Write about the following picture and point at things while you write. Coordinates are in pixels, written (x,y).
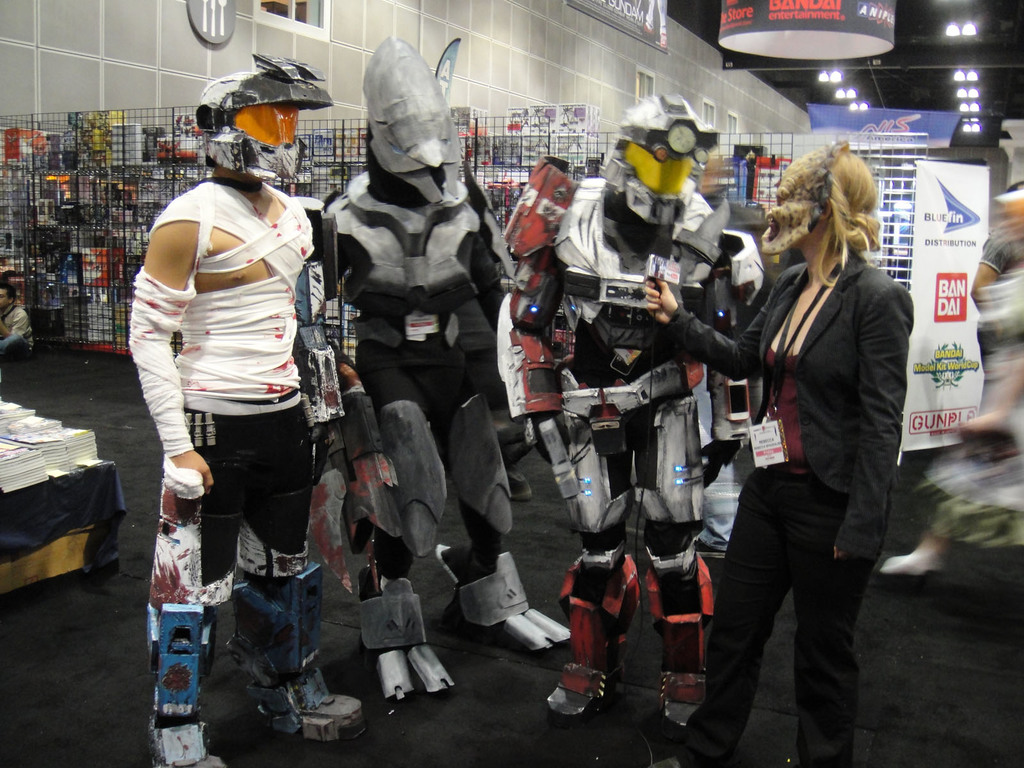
In this image there are people (408,420) wearing the costume (472,335) and masks (428,165). Right side there is a person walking on the floor (478,696). Behind there is a banner (970,347) having some text (926,417). There are racks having few objects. Left side (309,62) there is a wall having windows (708,120). Top of the image (842,97) there are lights (824,78) attached to the roof (908,57). Right top there are banners (896,129).
